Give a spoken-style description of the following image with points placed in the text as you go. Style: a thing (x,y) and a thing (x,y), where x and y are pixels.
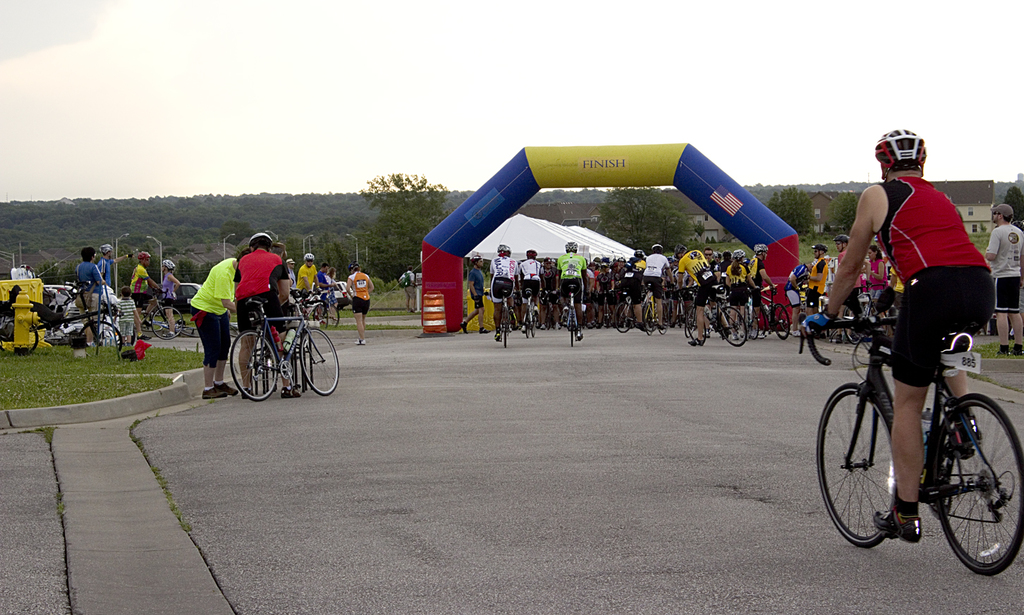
There is a road (473,370). There are many people (576,294) wearing helmets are riding cycles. There is an arch (462,245). In the background (430,199) there are trees (280,216) and sky (399,89). Also there are many people (247,254).
